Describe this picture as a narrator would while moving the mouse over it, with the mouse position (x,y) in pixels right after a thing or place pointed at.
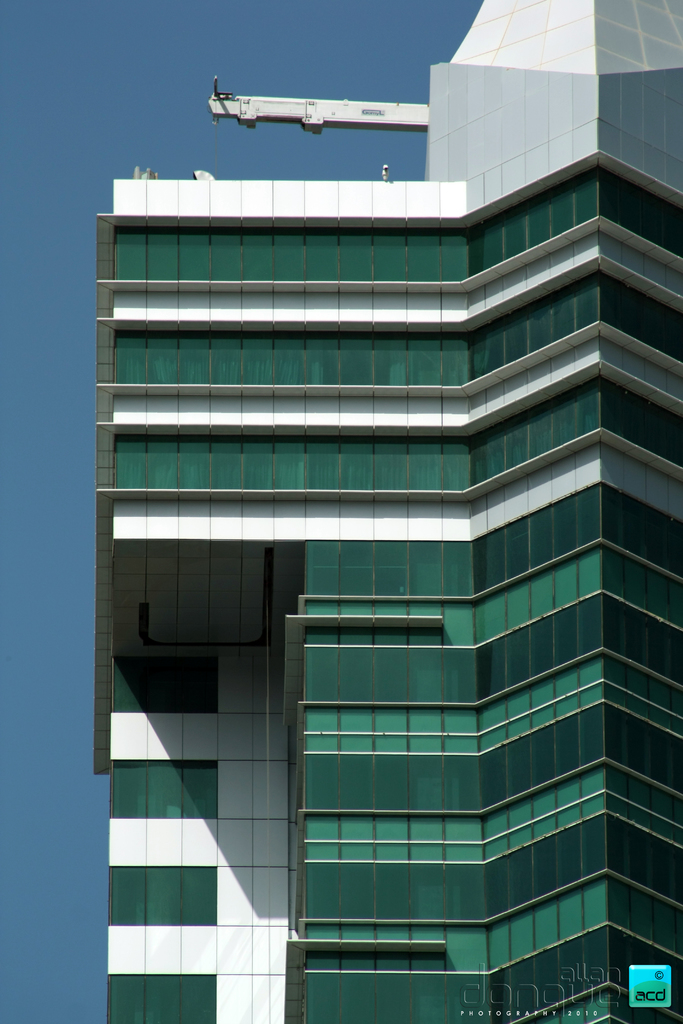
In the image there is a building (444,696) with glasses (277,479) and pillars (271,698). To the right bottom of the image (588,977) there is a logo (575,999). And in the background (102,203) there is a sky (58,366).
